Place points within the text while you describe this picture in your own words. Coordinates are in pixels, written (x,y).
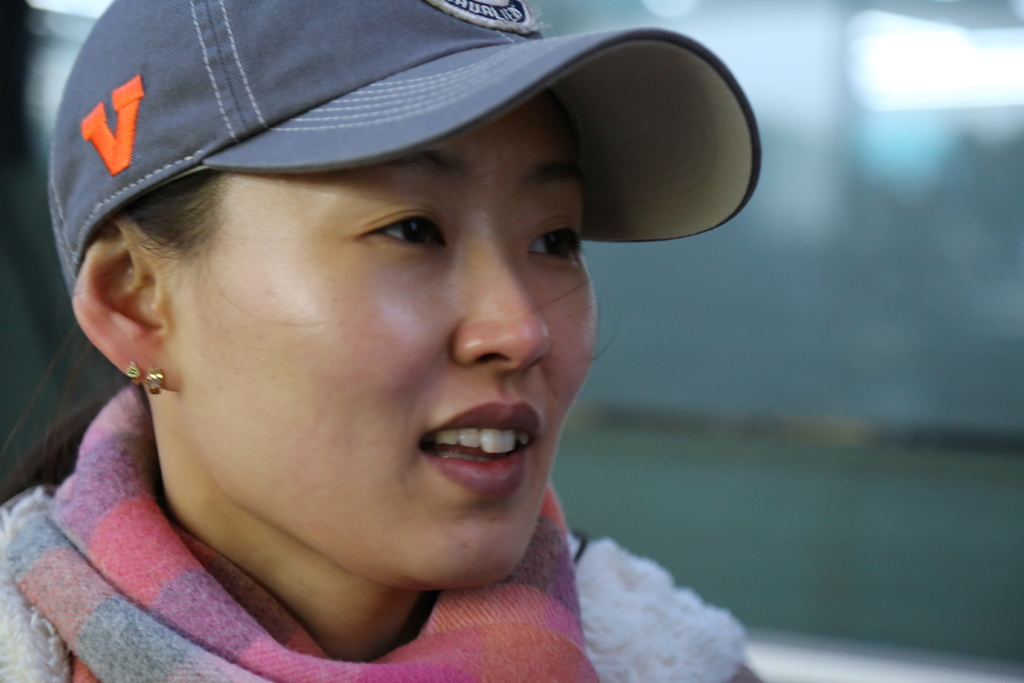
In this image, we can see a woman (353,579) is wearing a scarf (421,655) and cap (279,83). She is looking towards her left side. Background (804,656) there is a blur view.
